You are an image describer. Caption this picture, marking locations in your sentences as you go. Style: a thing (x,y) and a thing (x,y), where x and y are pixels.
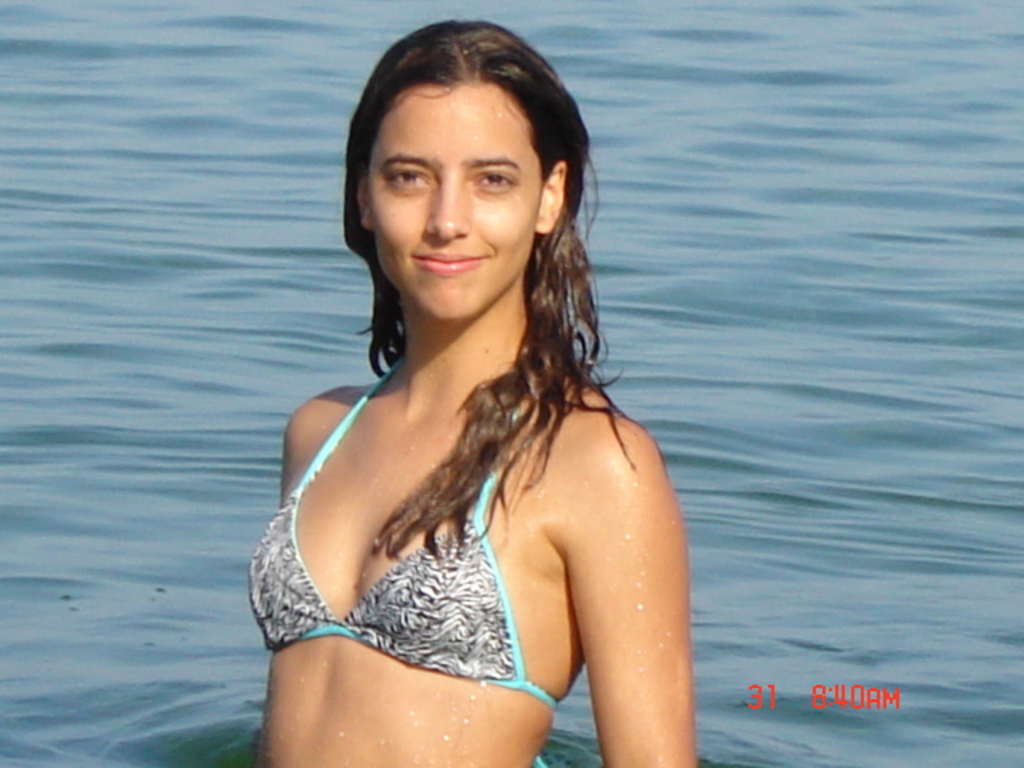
In this image I see a woman (481,168) who is in the water (318,33) and I see that she is wearing white, black and light blue color bikini (326,449) and I see the watermark (799,691) over here.
